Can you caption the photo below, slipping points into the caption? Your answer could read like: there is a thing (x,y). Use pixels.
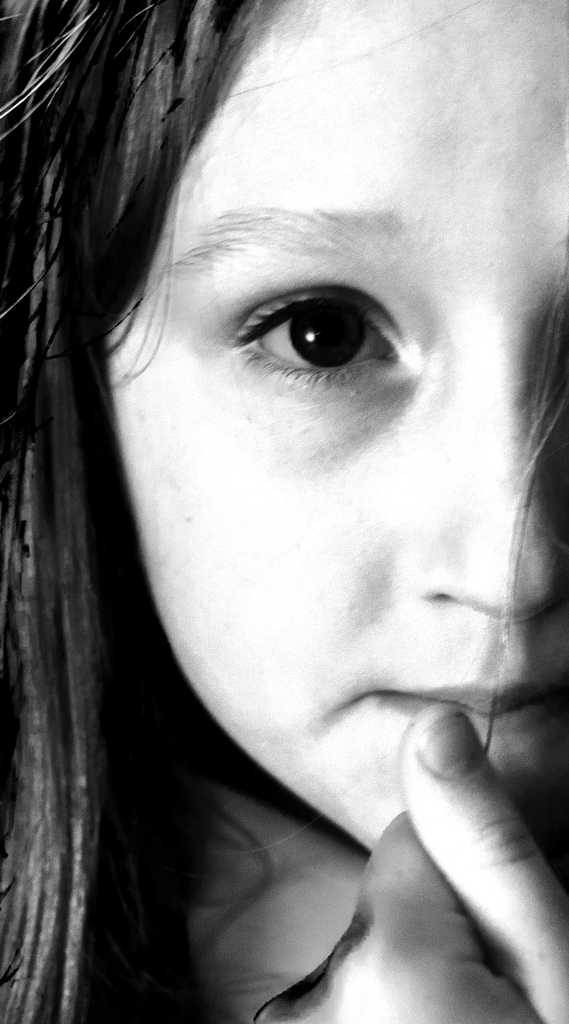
In this image we can see a person (282,676) with a black hair (72,587).
